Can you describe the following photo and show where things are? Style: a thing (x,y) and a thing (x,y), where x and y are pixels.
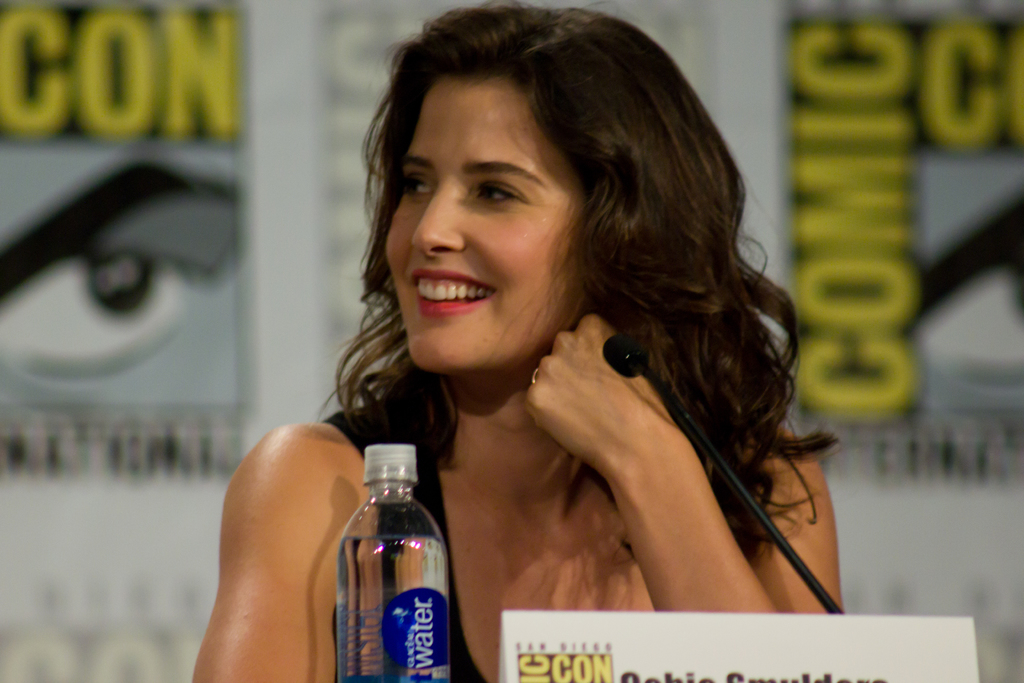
This picture is of inside. In the center (461,331) there is a woman (552,313) smiling and seems to be sitting, in front of her there is a water bottle (389,517), a microphone (636,360) is placed. In the background (225,27) we can see the posters (903,102) with some text (92,79) and a wall (150,549).
